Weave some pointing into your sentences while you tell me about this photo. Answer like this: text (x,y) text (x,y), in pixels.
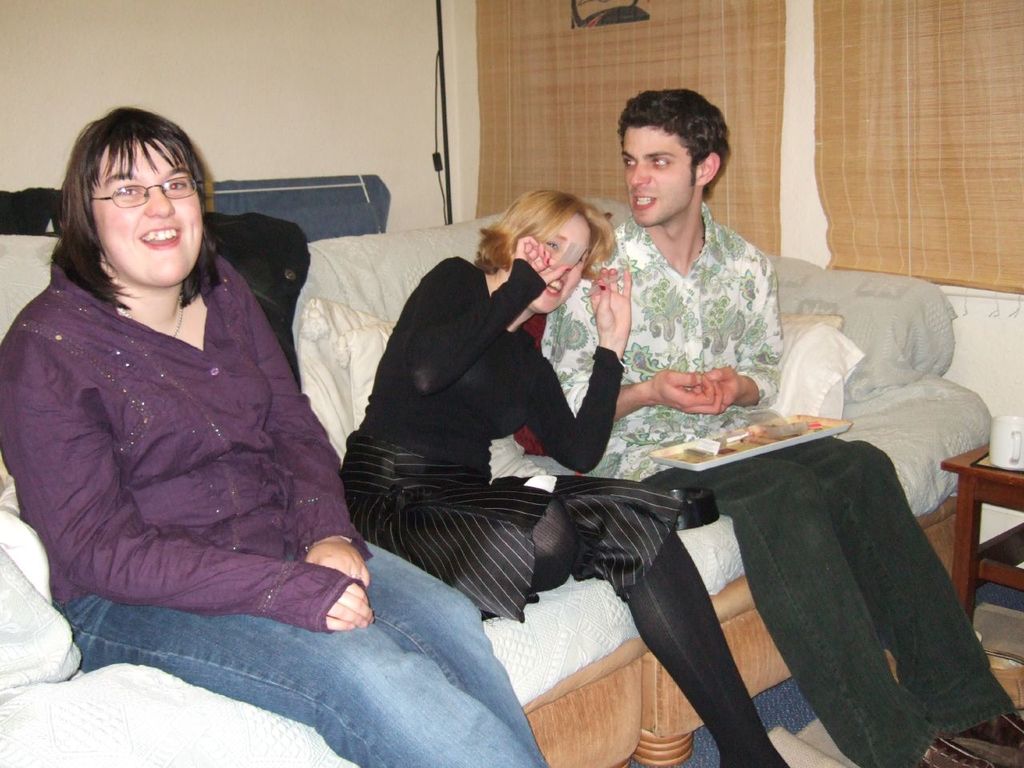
In the image we can see there are people (539,397) who are sitting on sofa (698,547).
